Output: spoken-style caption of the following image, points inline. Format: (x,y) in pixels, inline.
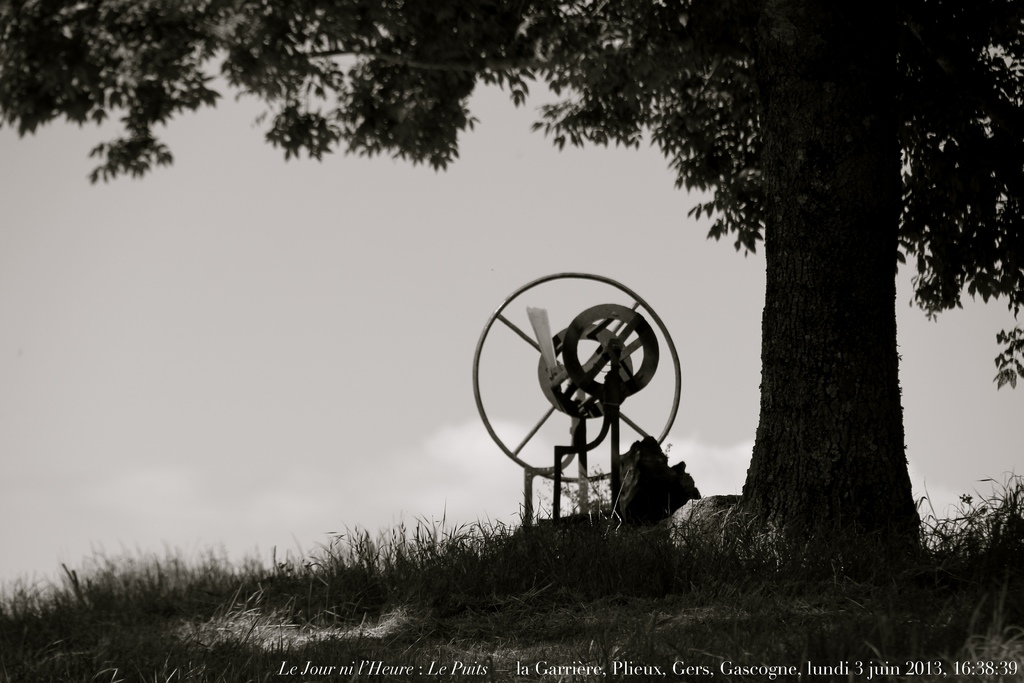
In the picture there is a tree (833,165), near to the tree (838,177) there is an object (607,324) present, there is grass (366,650), there is a clear sky (505,404).
